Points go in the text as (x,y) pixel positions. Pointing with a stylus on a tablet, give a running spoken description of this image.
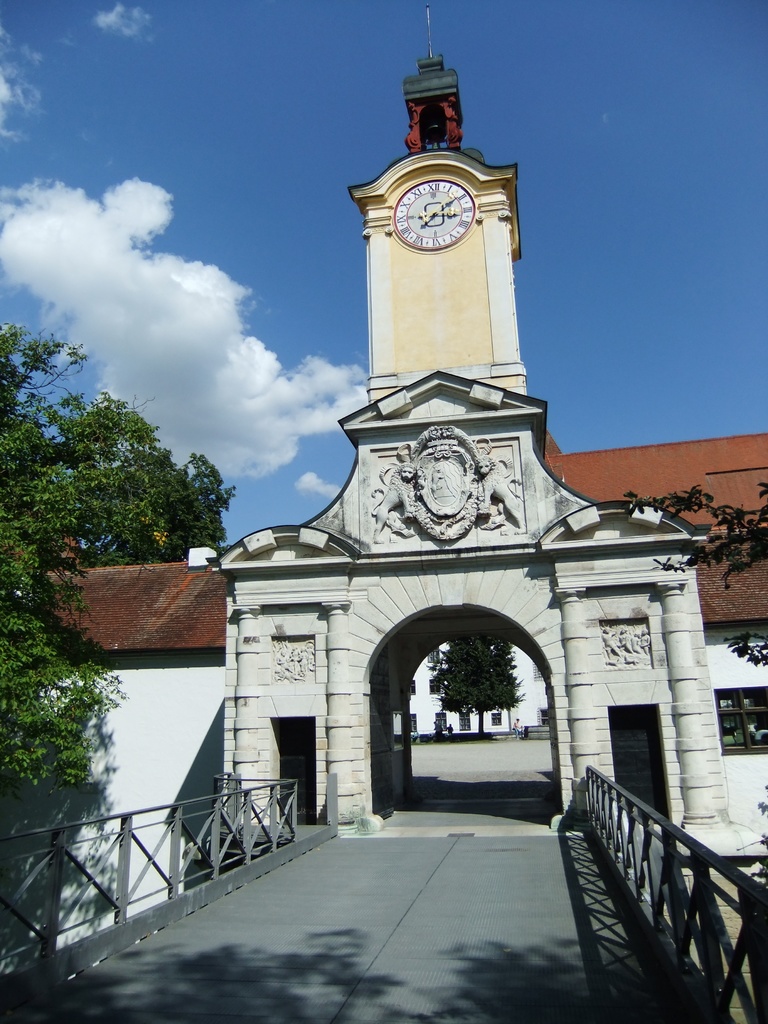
In the image there is an arch (347,633) in the front (525,498) with a clock (471,217) above it and a bridge (452,890) in front of it and in the back (470,699) there are trees (451,686) and above its sky (386,93) with clouds (168,308).
